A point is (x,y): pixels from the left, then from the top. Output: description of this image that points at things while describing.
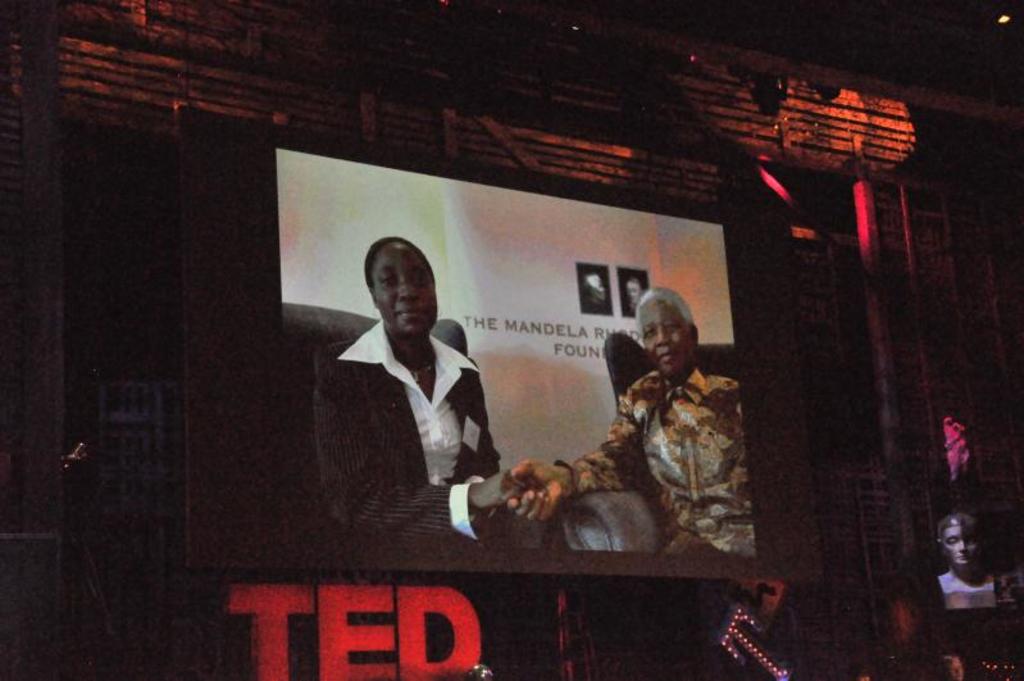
This image consists of a screen (516,379) in which there are a woman (503,491) and a man (570,479) sitting in the sofas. In the middle (577,346), there is a text (489,330). In the background (404,100), we can see a wall (626,106) made up of wood (633,160). On the left (47,431), there is a pillar (37,411). On the right (984,574), there is a sculpture (970,585).
